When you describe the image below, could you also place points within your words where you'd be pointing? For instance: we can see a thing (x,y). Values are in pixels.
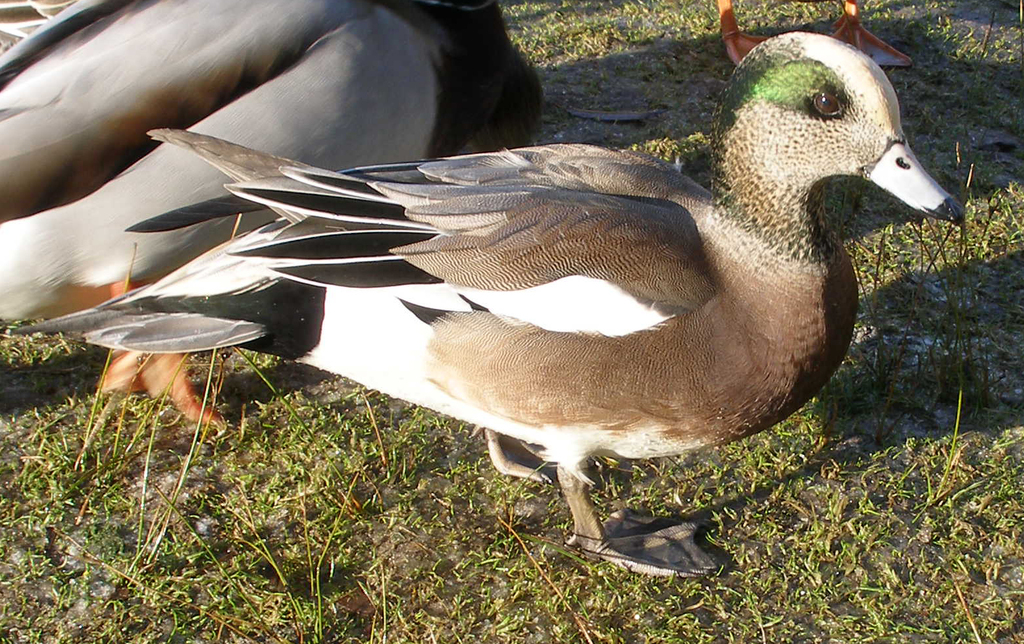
In this image I see ducks (414,211) which are of white, brown, black and green in color and I see the grass (982,402).
